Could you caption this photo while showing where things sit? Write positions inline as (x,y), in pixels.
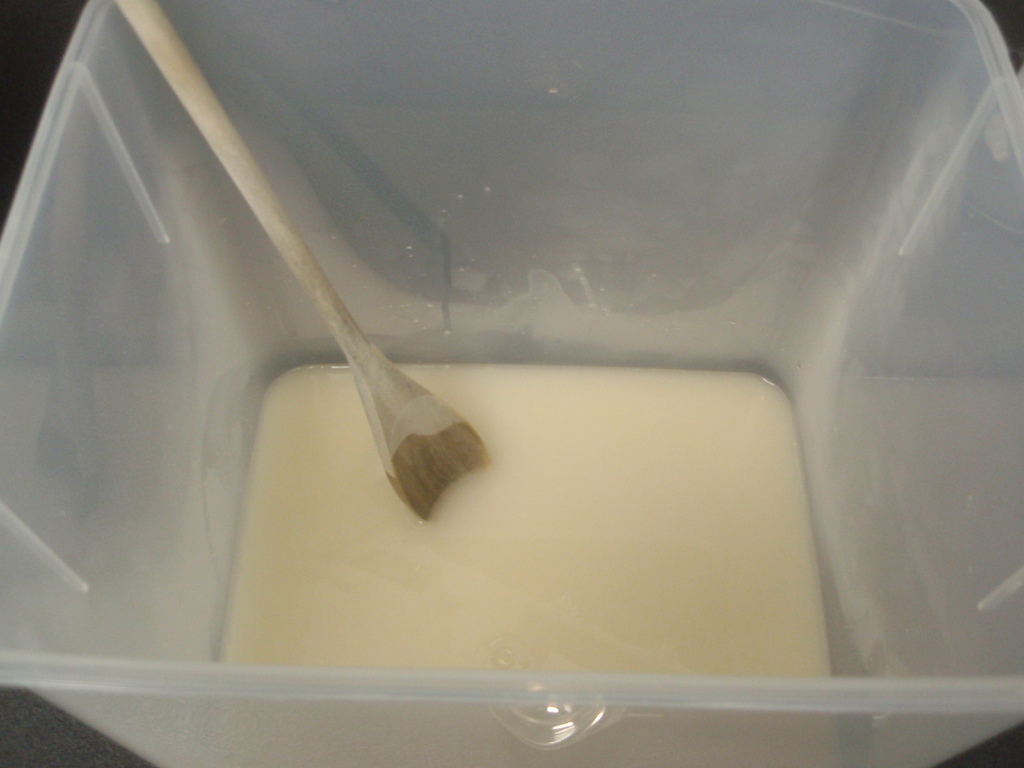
In this image we can see there is a liquid (556,525) and a spoon (380,417) placed in the plastic box (194,406).
